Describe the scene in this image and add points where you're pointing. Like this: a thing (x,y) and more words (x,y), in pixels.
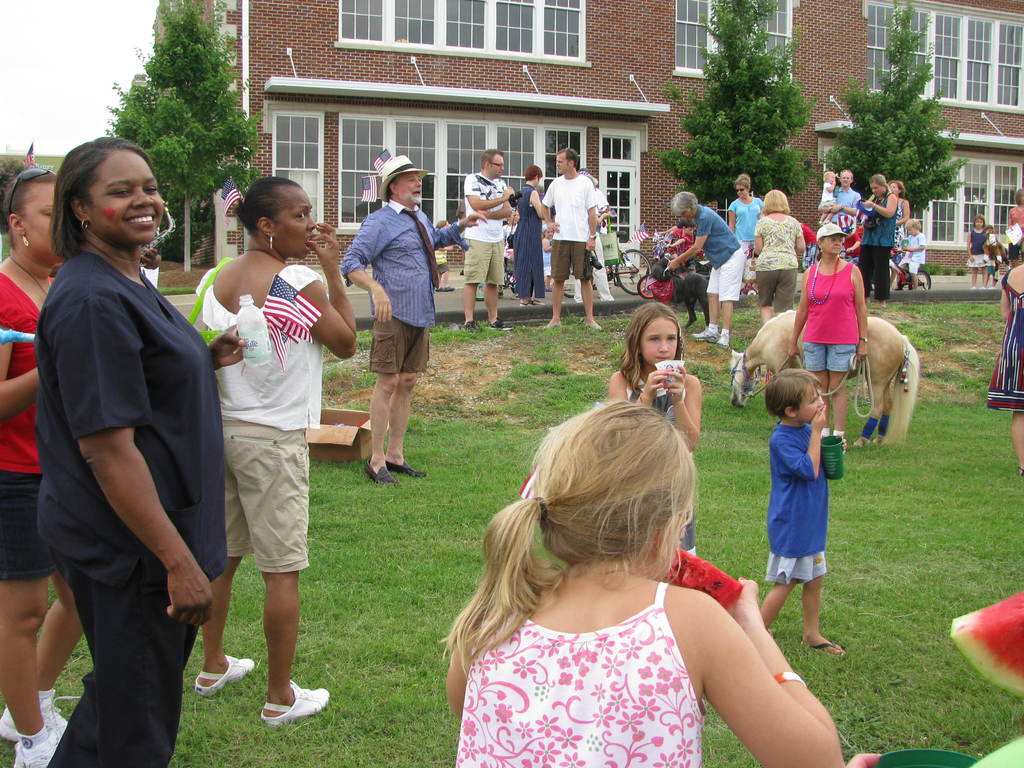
In the center of the image (622,258) we can see some people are riding the bicycles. In the background of the image (996,45) we can see the buildings (976,169), windows (513,25), doors (614,168), trees (760,190), road (441,313), grass (614,335), ground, some people (495,204) are standing and holding the objects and some of them are holding the animals (873,341) with ropes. At the bottom of the image (550,638) we can see a girl (652,605) is eating a watermelon (717,589). In the top left corner (100,18) we can see the sky (114,44).
